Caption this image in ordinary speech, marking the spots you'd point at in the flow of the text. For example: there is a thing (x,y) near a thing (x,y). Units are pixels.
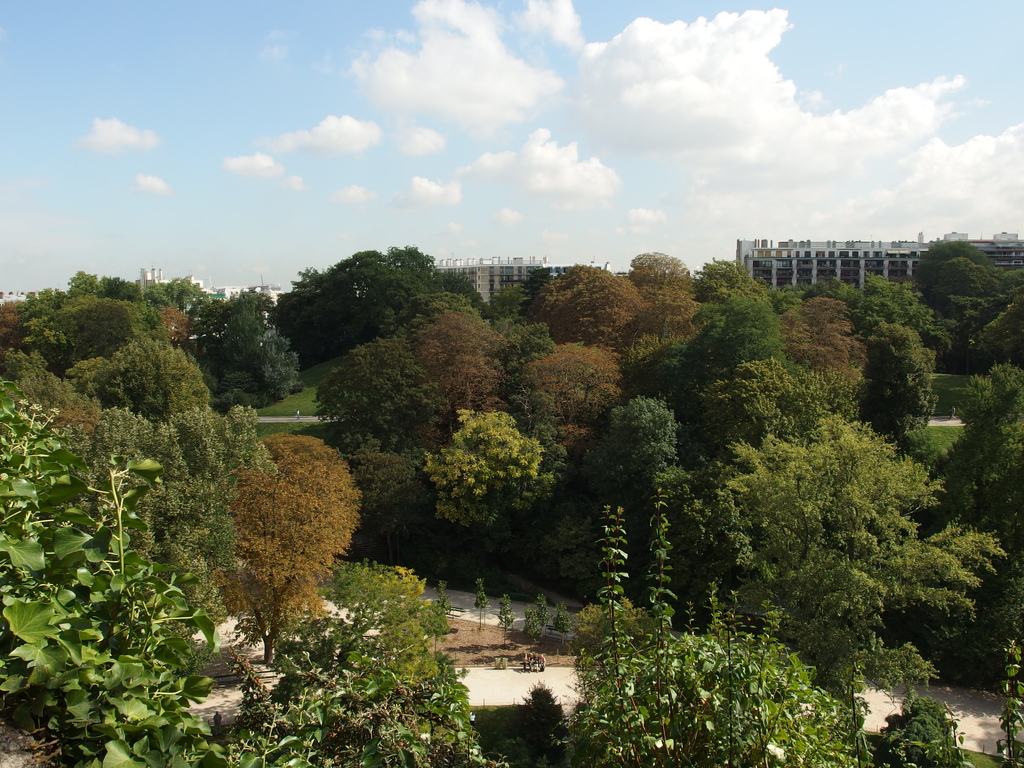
In this image, we can see so many trees (717,581), plants (736,693), footpaths (958,712). Background there are so many buildings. Top of the image (565,204), there is a cloudy sky (464,199).
